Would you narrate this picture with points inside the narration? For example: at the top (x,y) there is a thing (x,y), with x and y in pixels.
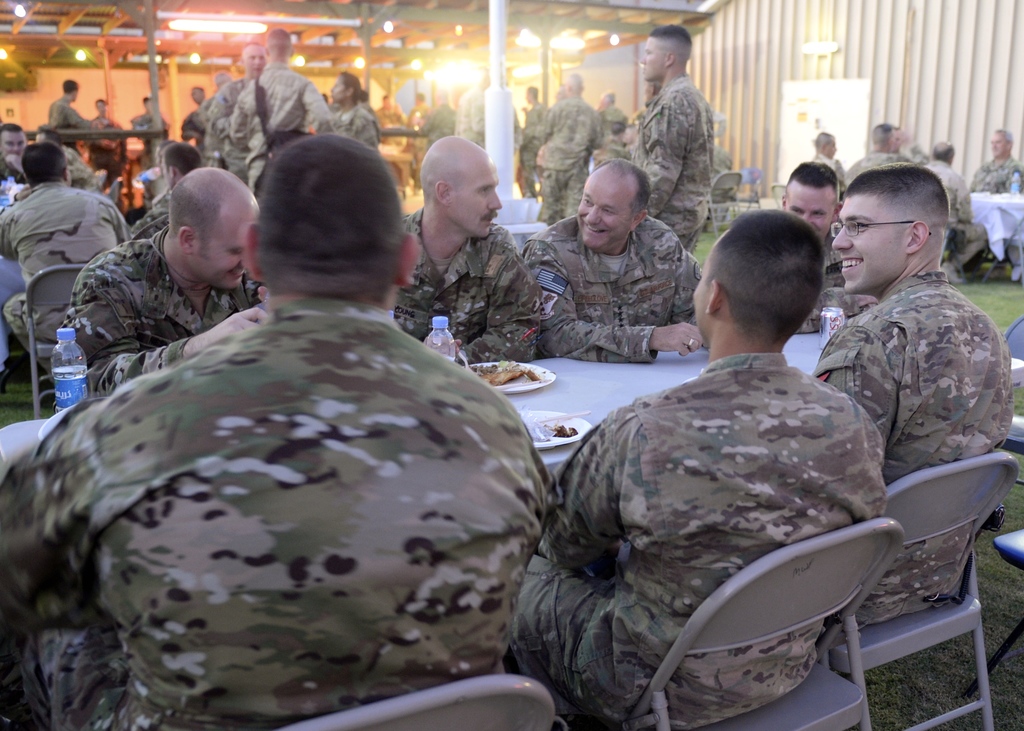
In this image i can see group of people (277,267) some are standing and some are sitting wearing military uniform (600,464). I can also see a table (584,405) and chairs (847,529) on the table (624,372) there is a food (488,366) and two bottles (442,352), at back (438,39) i can see a shed (436,26) and lights (443,67) attached to it there is a pole (494,96), on the ground (1012,292) there is grass (998,295).
